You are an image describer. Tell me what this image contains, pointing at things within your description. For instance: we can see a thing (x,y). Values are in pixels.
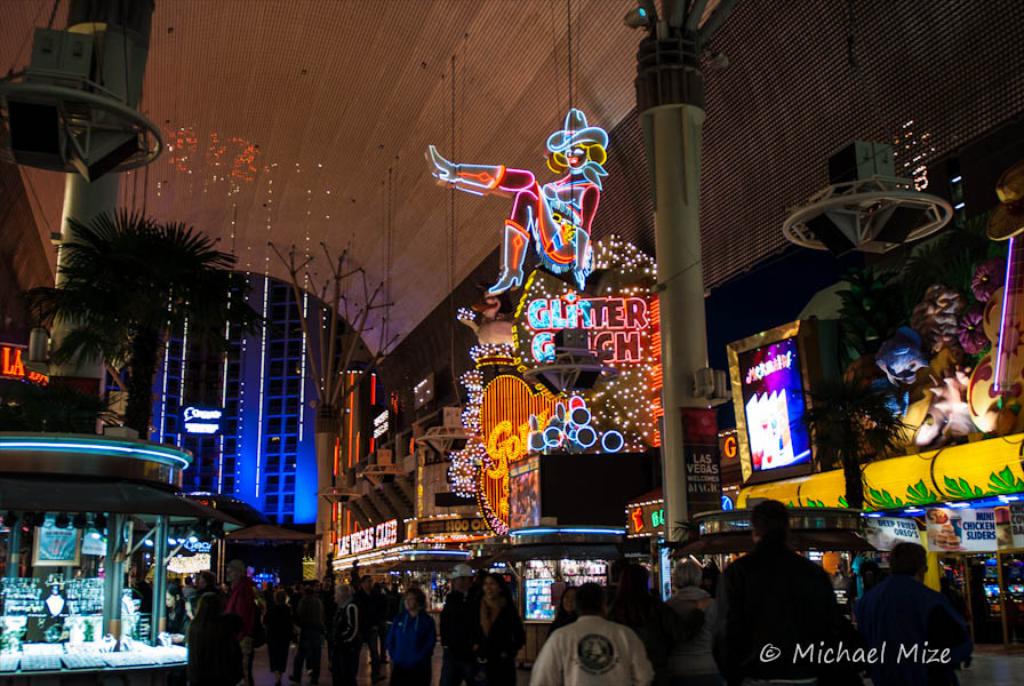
This image consists of many buildings (410,462) along with the lights (180,568). At the top (336,126), there is a roof (424,156). In the front (564,674), we can see many people (555,634) walking on the road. At the bottom (611,568), there are shops (611,568). On the left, we can see a tree (135,338).
